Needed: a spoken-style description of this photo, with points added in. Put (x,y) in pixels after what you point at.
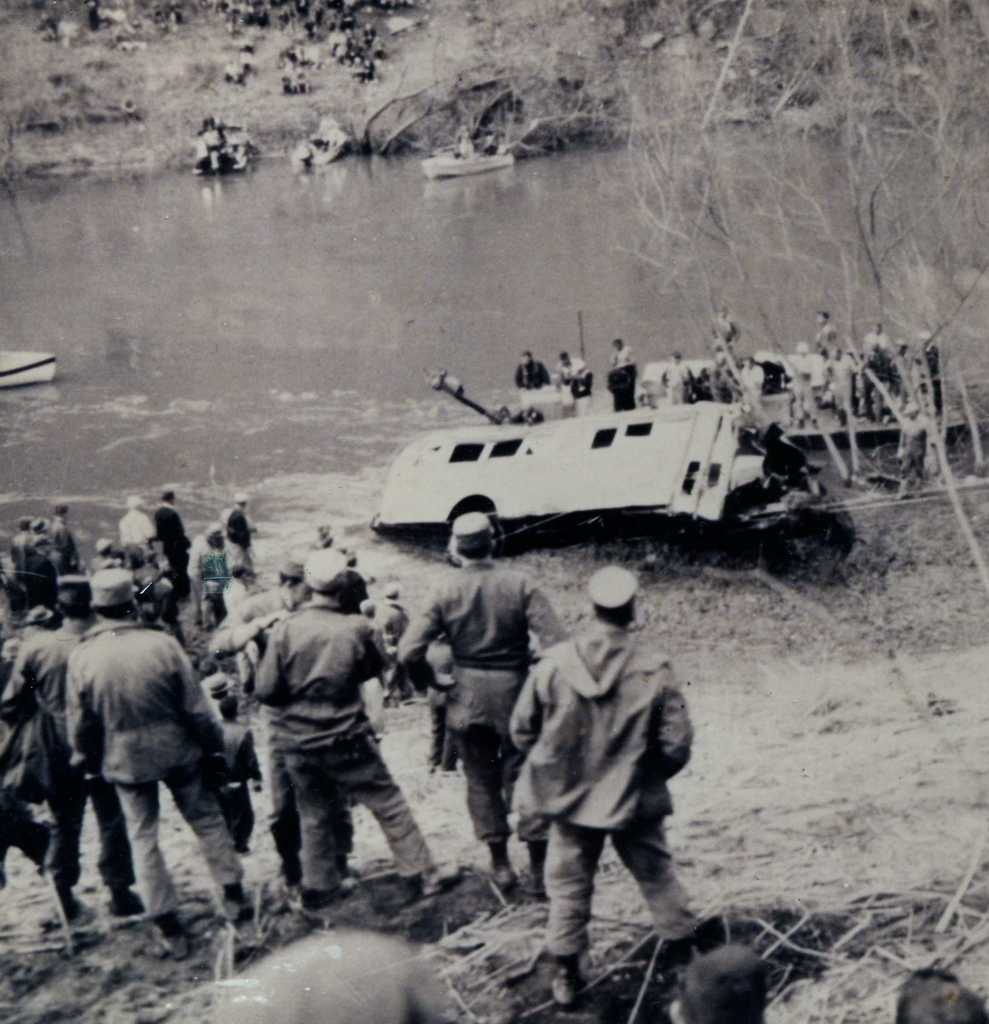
This is a black and white picture. Here we can see people (482,723), ground (787,598), water (58,239), boats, trees (940,172), and other objects (440,383).
